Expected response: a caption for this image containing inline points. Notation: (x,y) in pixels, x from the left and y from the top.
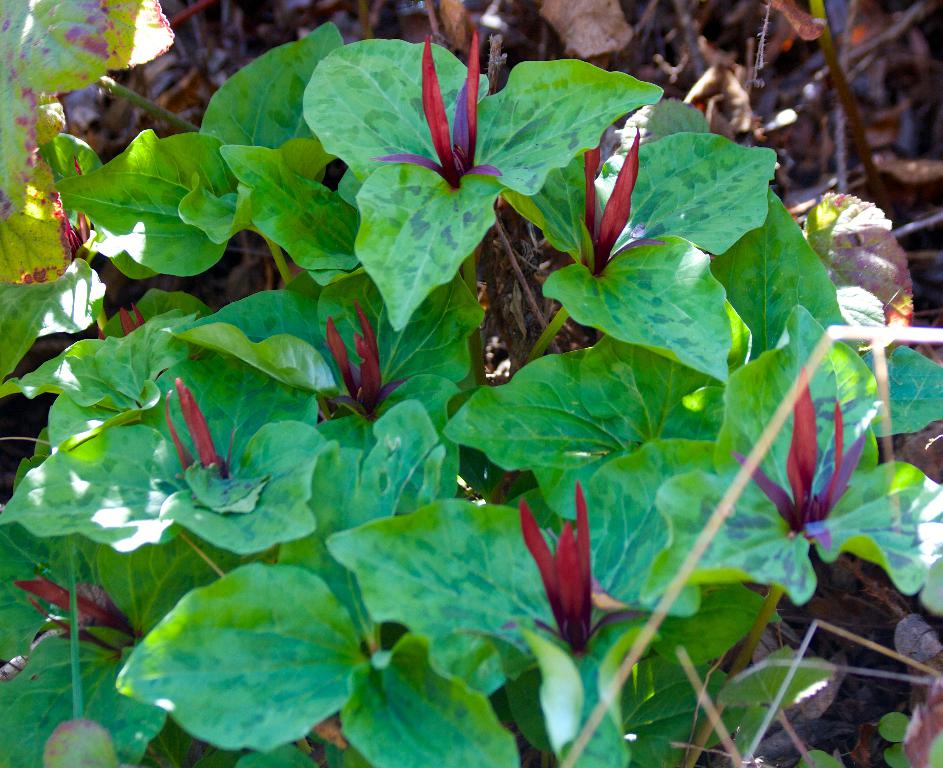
Here we can see plant (269,421) with green leaves (585,398).
